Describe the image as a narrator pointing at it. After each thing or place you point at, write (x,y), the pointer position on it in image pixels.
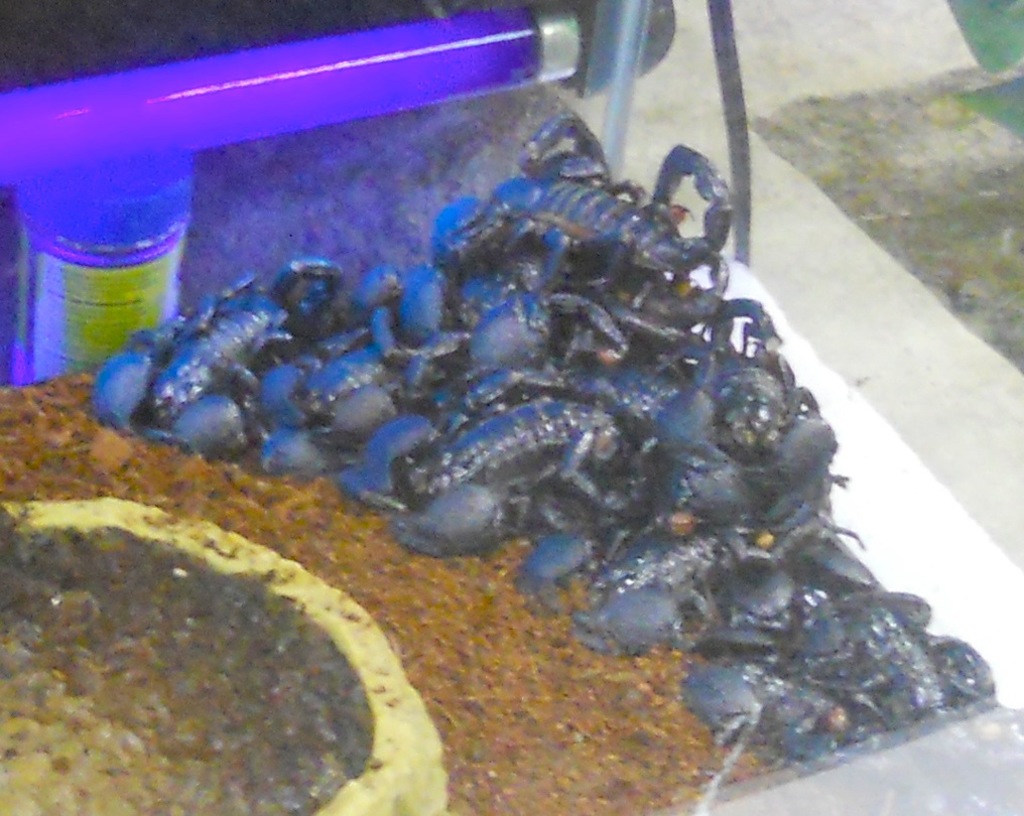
In this image we can see scorpions (499,412), mud (99,482) and other objects (79,503). IN the background of the image (103,180) there is a glass object (65,220) and light (37,124).
